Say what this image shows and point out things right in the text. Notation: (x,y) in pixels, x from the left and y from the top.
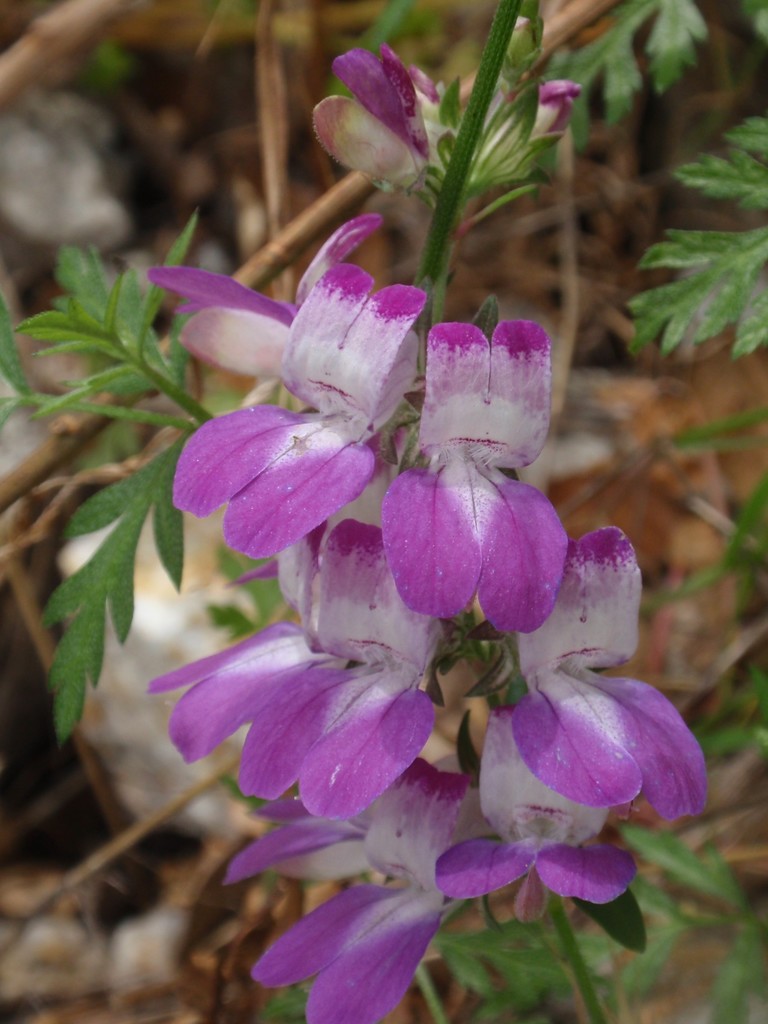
In this image we can see flowers (488,410), stem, and leaves (480,980).
